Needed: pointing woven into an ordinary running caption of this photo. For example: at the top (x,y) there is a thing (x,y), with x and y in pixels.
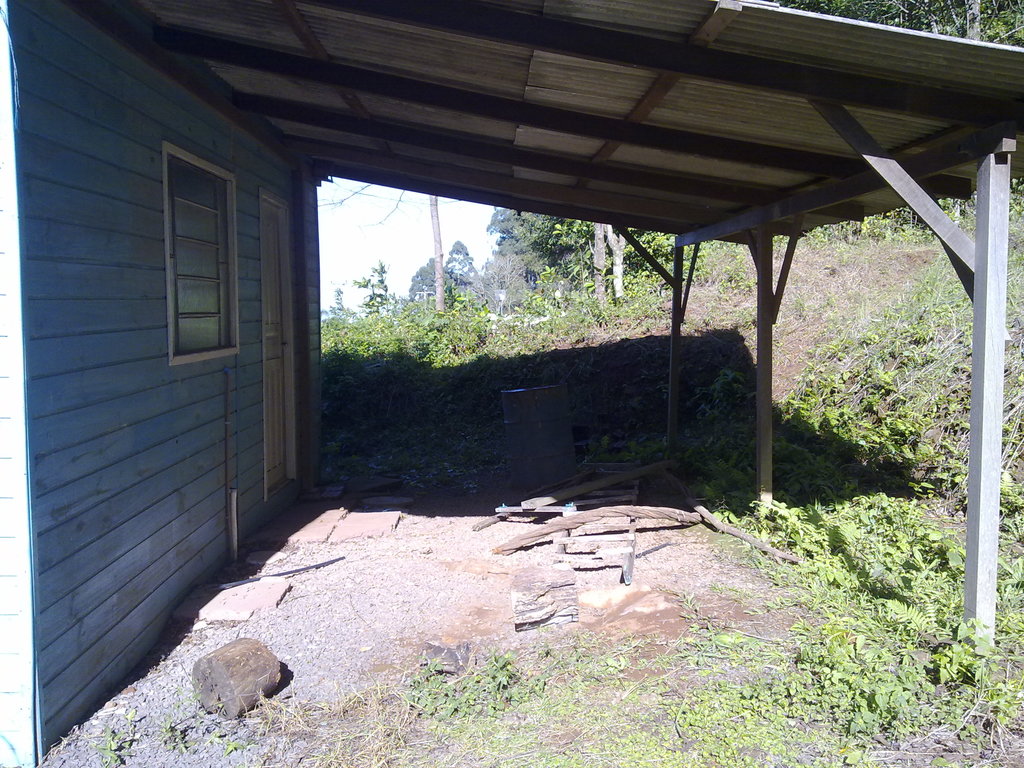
This image is taken outdoors. At the bottom of the image (648,697) there is a ground (696,704) grass (642,697) and pebbles (370,683) on it. There are a few plants (850,557). On the left side of the image (109,364) there is a house (92,444) with a wall (56,442), a window (215,296) and a door (273,317). At the top of the image (457,91) there is a shed (642,88) with wooden beams (273,60) and asbestos sheets (746,130). In the background (496,327) there are many trees (520,293) and plants (587,316) and there is a sky (386,227).
